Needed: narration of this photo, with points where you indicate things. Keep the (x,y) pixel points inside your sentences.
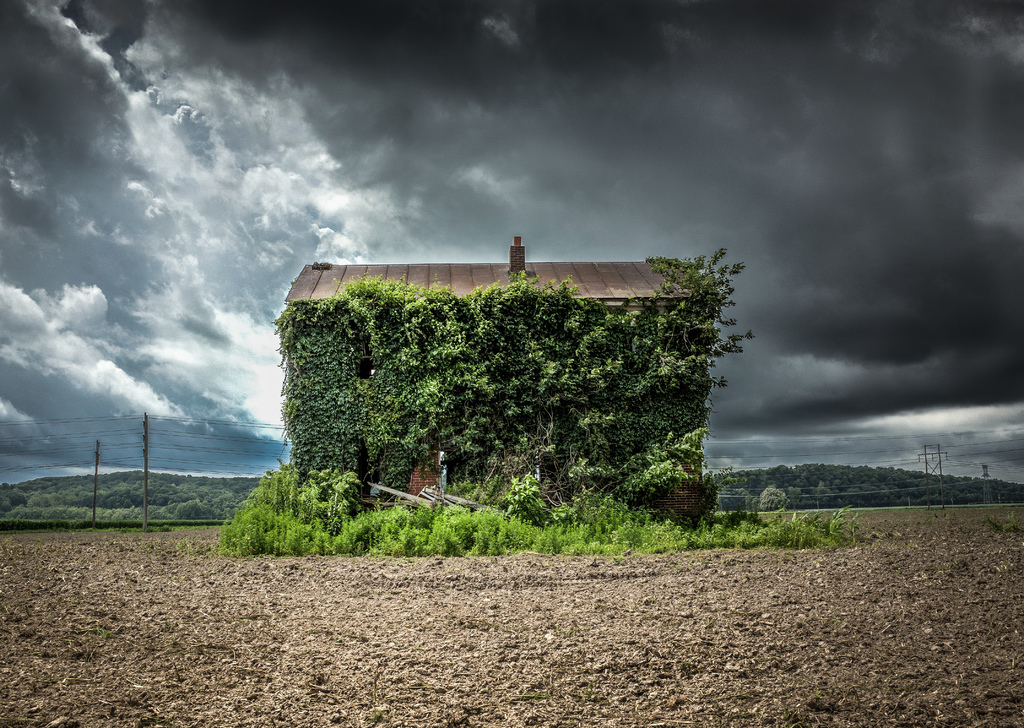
In this picture, we can see a house (524,369) and the wall (472,394) of the house (531,361) is covered with plants (426,394), we can see the ground (678,572), plants (384,530), trees (216,501), poles (145,468), wires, towers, mountains (199,505), and the sky (438,232) with clouds (765,143).
